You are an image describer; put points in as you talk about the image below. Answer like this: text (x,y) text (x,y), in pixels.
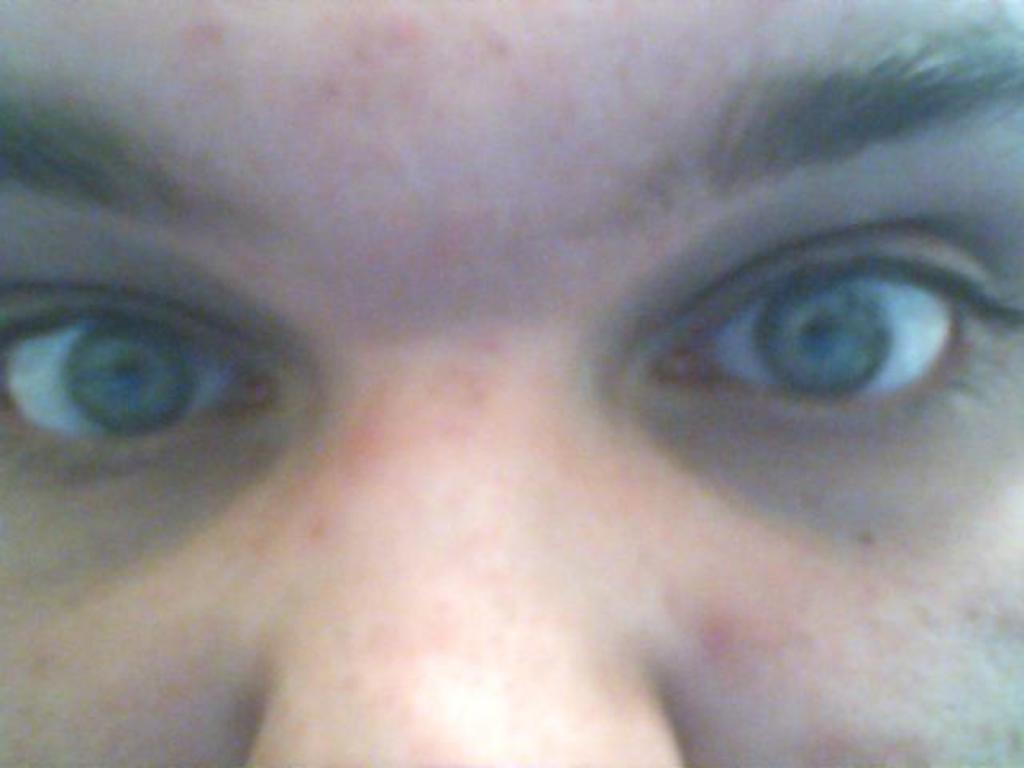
In this picture there is a face (595,379) of a person (614,418), where we can see eyes (715,332) and nose (439,570) of a person (475,707).
